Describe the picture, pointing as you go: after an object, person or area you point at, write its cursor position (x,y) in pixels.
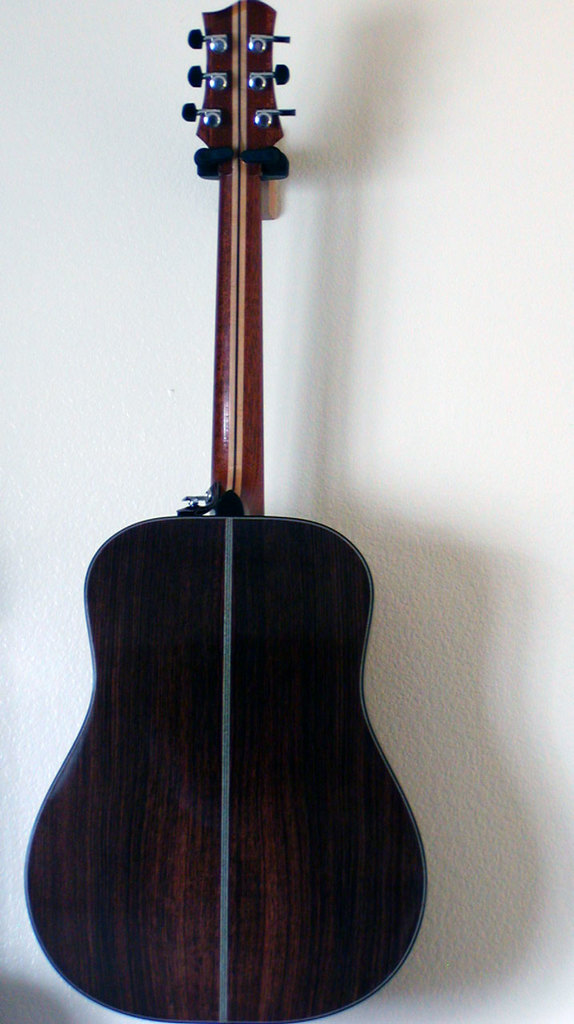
In this image there is a guitar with the headstock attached to the wall (16,889).
